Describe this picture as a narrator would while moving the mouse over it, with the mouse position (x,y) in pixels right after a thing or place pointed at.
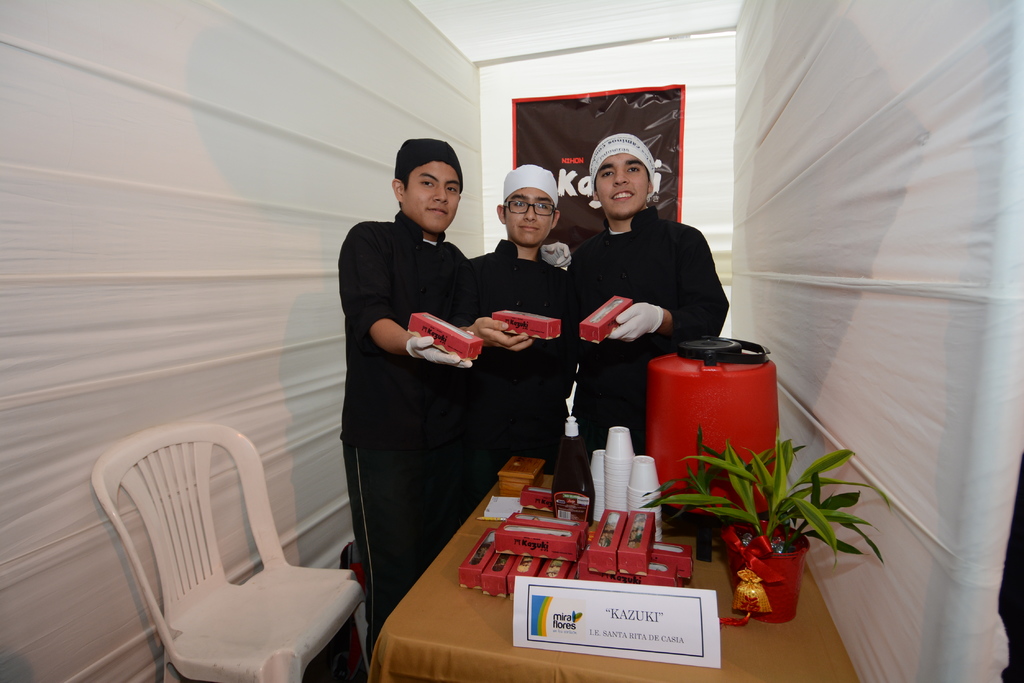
In this image there are 3 persons (601,261) standing and holding a box (472,344) in their hands (509,344), and on table (506,666) there is name board (563,601), boxes (610,539), glasses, plant (712,452), container (729,424) and the back ground (579,181) there is banner (600,106), cloth (549,29), chair (177,614).
